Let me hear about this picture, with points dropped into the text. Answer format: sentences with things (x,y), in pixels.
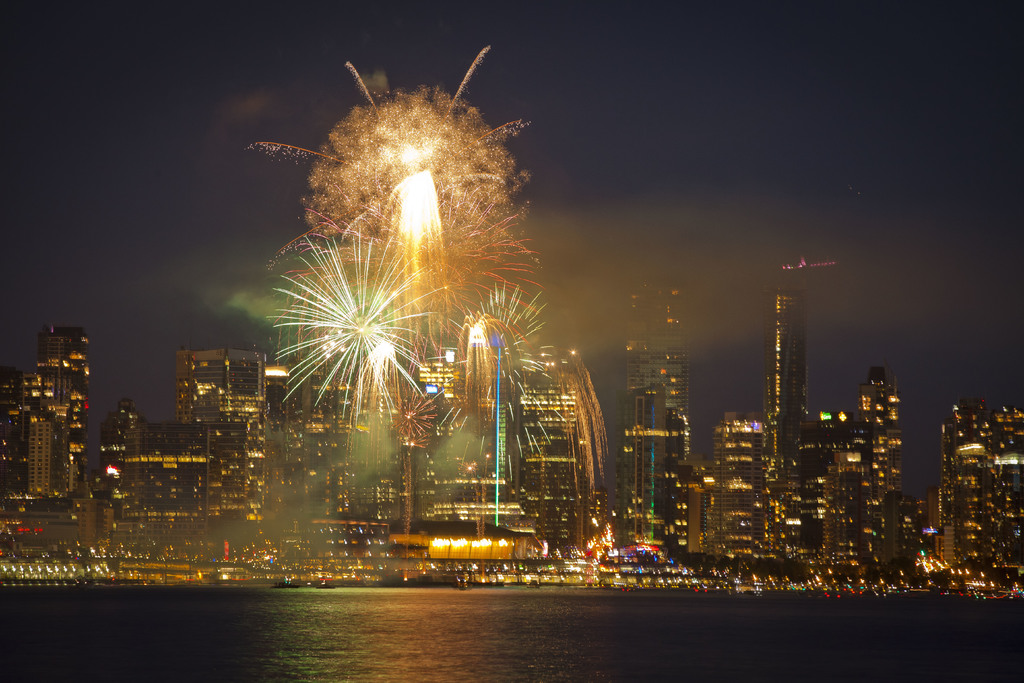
In the image there are buildings (444,491) in the background (715,523) with lights (789,524) and there are crackers (412,221) in the sky (496,325) and below its a lake (302,625).
